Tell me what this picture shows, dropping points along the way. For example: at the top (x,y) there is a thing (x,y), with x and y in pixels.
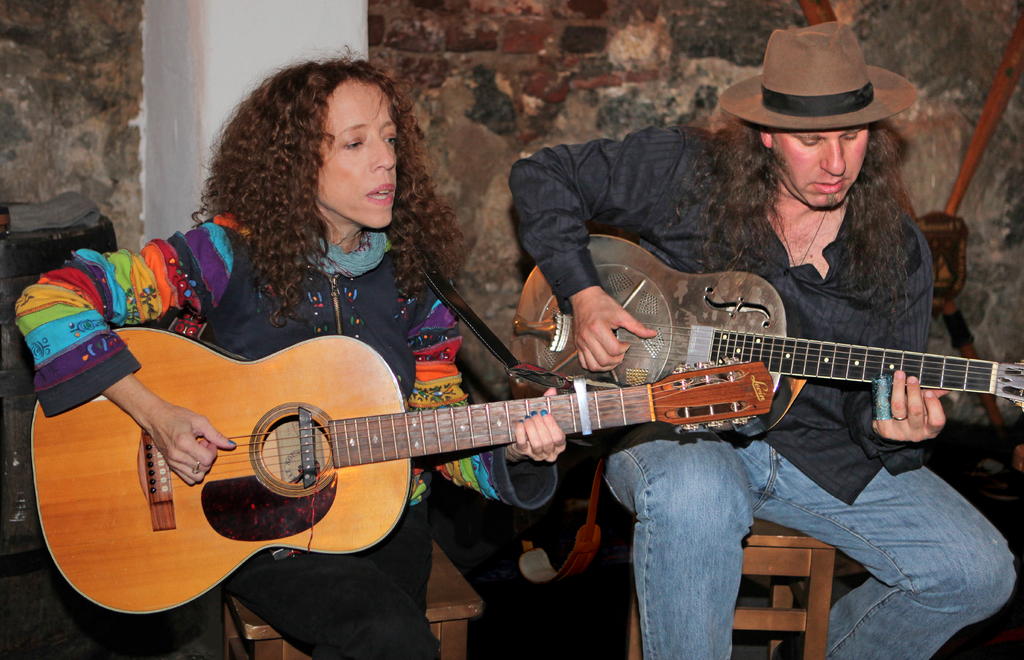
In this image I can see two people (181,450) are playing the musical instruments (131,495).
